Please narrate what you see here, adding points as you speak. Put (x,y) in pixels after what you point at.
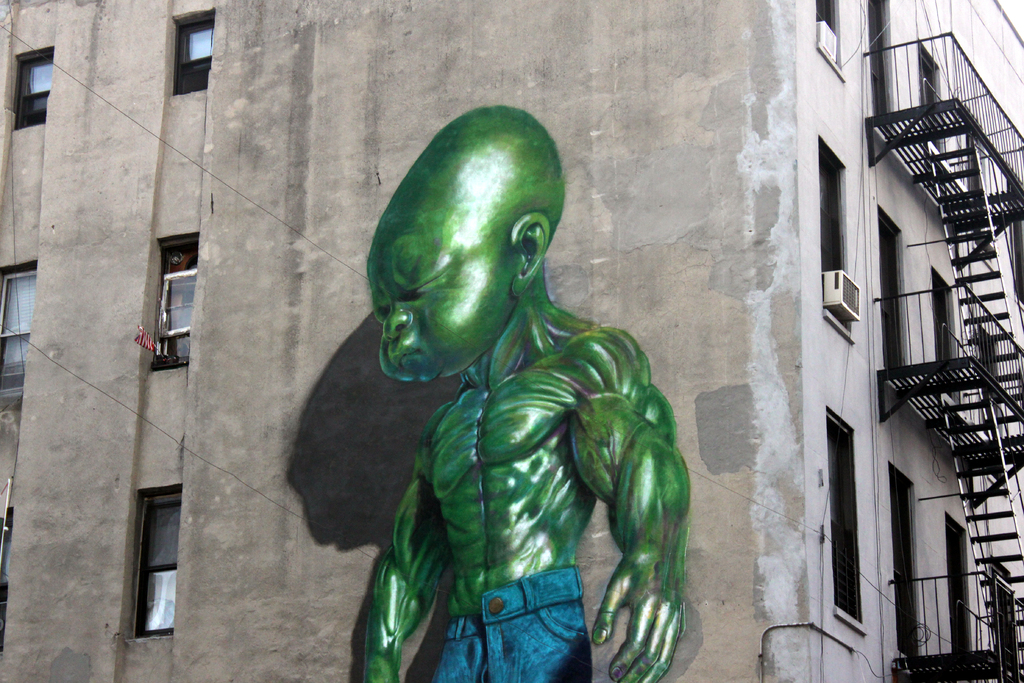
In this image we can see a building (227,215), there are windows (886,332), there are staircases (991,314), railings (987,363), there is an air conditioner (857,290), there is an object (590,371) which looks like a person (534,328).
